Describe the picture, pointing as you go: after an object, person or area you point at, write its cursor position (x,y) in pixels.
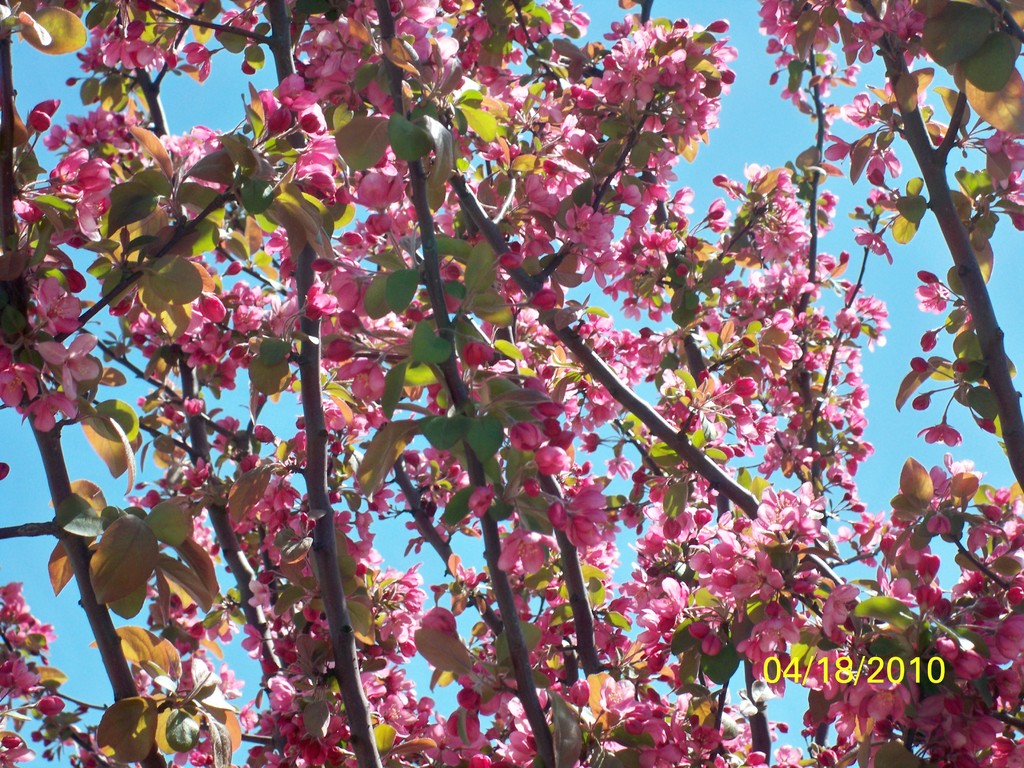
In the image we can see some trees (340,674) and flowers (471,40). Behind the trees (20,651) we can see the sky (224,113).
